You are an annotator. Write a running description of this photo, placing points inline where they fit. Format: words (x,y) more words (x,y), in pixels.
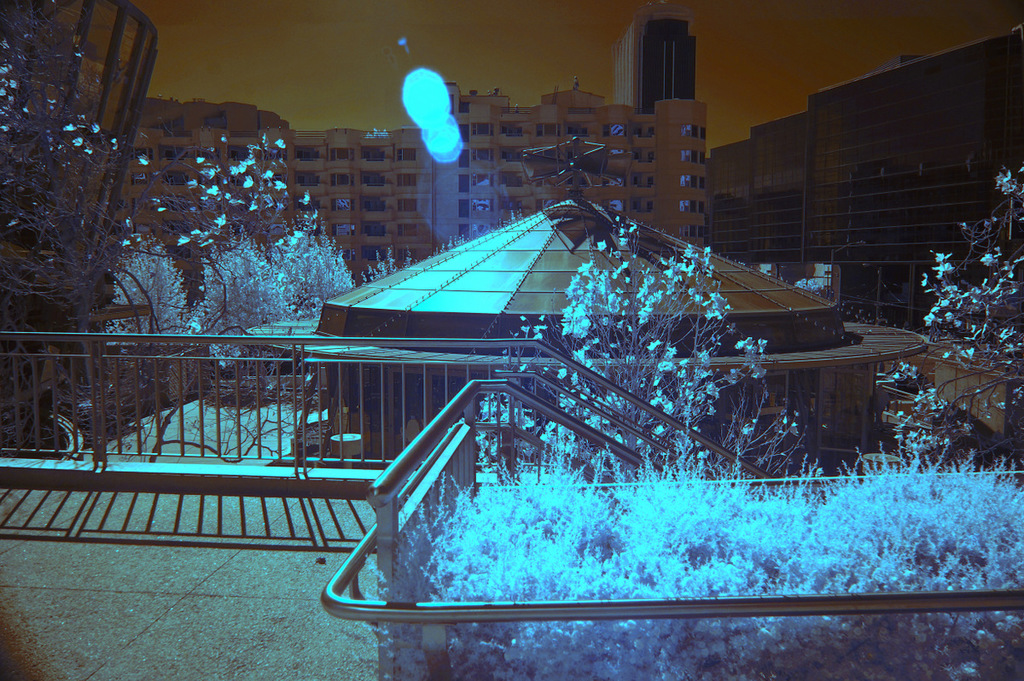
In this image I can see blue colour plants (690,574), trees (257,265), buildings (471,268) and railing (320,363). I can also see shadow (318,513) over here.
